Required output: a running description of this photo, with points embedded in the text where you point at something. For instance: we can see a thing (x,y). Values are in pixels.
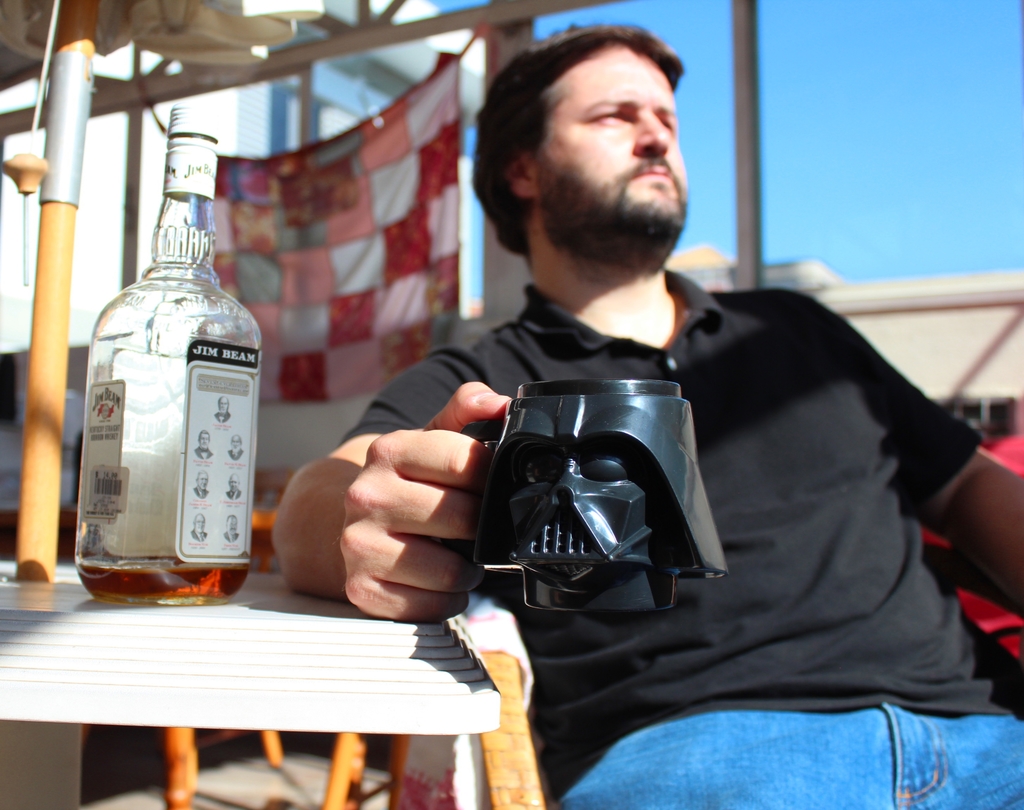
In the middle (637,307) a man (762,666) is sitting on the chair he is holding a cup (629,542) he wear a black t shirt (784,377) and trouser (821,746) he is staring something. On the left (95,662) there is a table (246,659) on that table (214,639) there is a bottle (205,542) with some drink (189,573) on that. In the background (899,96) there is a sky (888,158), building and cloth (338,285).
